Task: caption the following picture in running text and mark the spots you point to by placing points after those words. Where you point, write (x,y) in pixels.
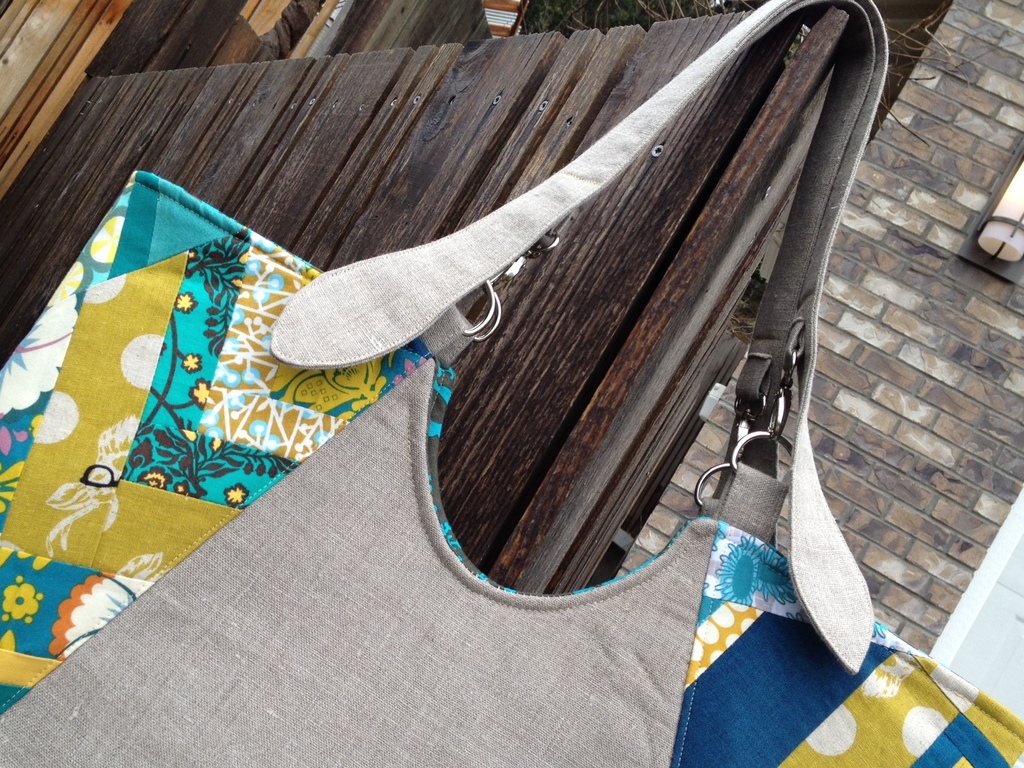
Here we can see a handbag (583,643) that is hanged to a fence (825,71).
